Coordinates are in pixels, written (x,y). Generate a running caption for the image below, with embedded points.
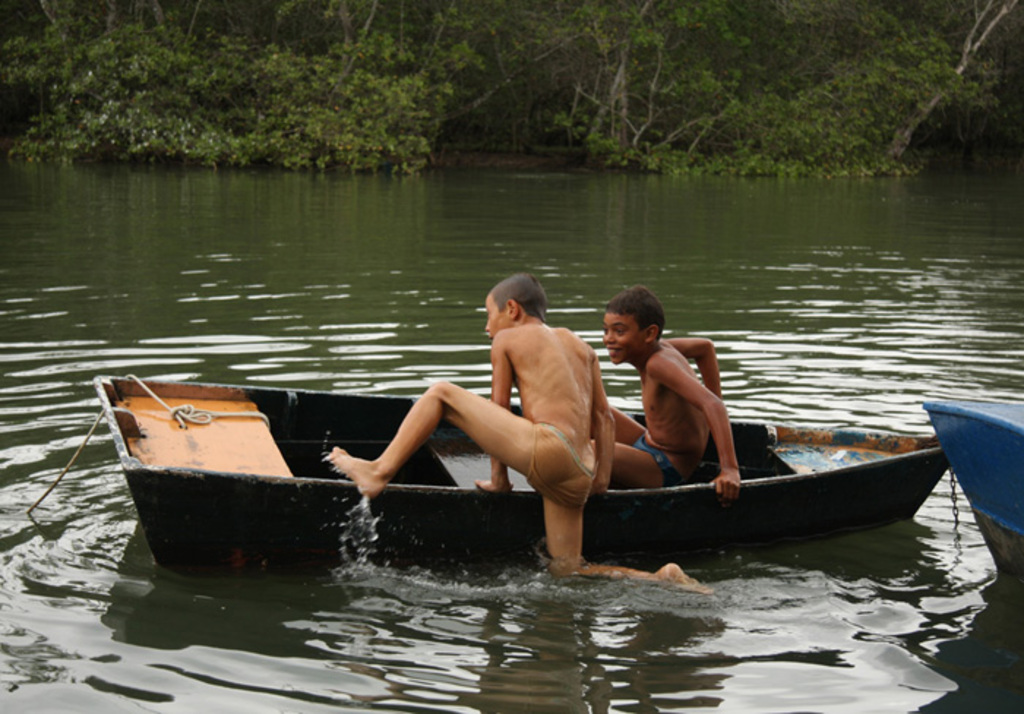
In this image there are two boats (295,499) on a river (88,475), in one boat (786,466) there is a boy (653,471) sitting and another boy (561,451) is jumping into the boat (351,441), in the background (211,3) there are trees (301,67).
